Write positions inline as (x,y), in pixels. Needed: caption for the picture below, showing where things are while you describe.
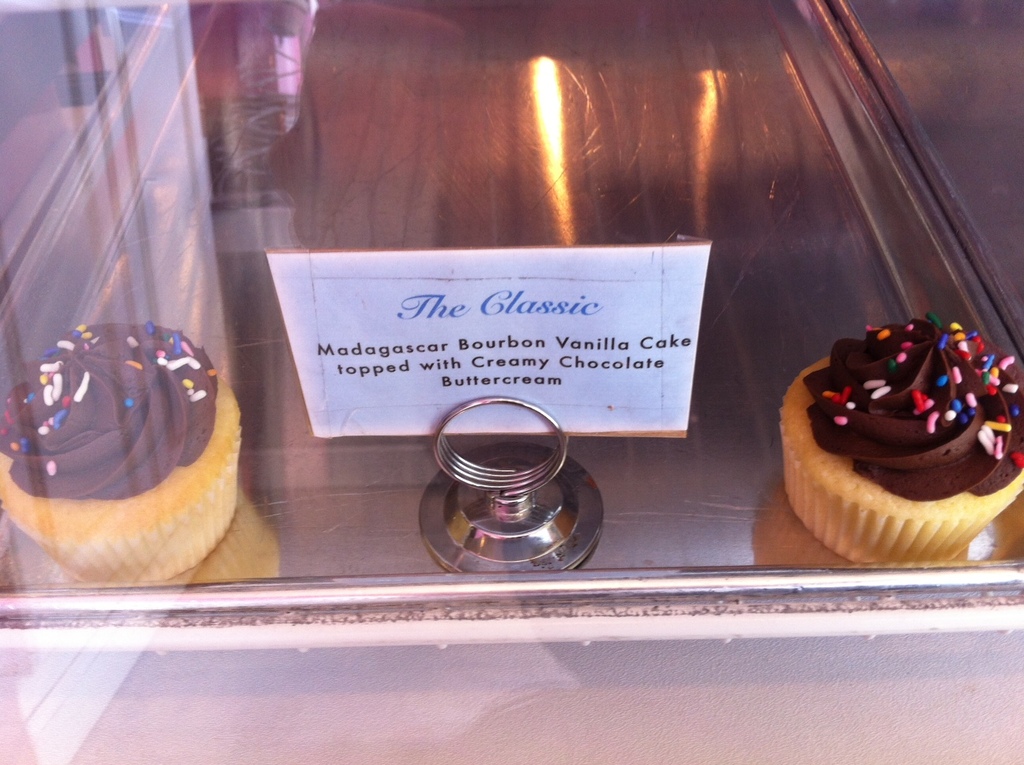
In this picture we can see cupcakes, stand (561,468), board (499,282), light (543,69) are present in glass box (632,92).
